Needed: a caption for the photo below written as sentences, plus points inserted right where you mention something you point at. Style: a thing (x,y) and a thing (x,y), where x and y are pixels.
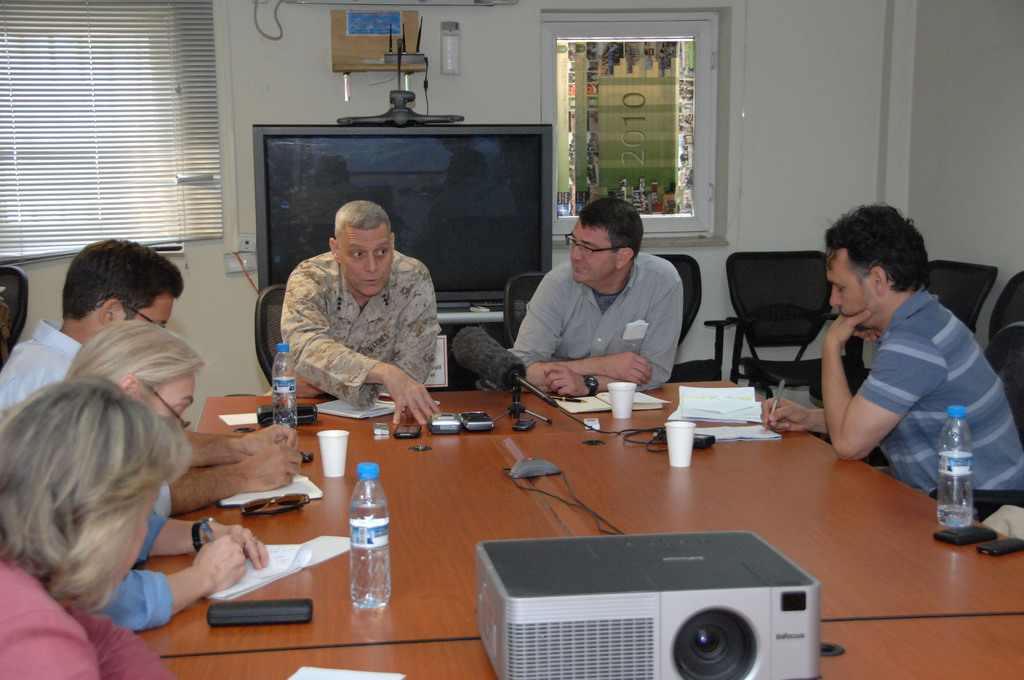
This image is clicked in a room (339,160). There are six persons (82,544) in this image. In the front (873,613), there is a table (295,647) on which mobiles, mics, papers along with a projector (689,604) are kept. To the left (116,584), the woman (94,597) is wearing pink shirt (64,639). In the background (321,122), there is a wall (737,111), window (699,83) along with window blind (170,174) and a TV (480,220).
